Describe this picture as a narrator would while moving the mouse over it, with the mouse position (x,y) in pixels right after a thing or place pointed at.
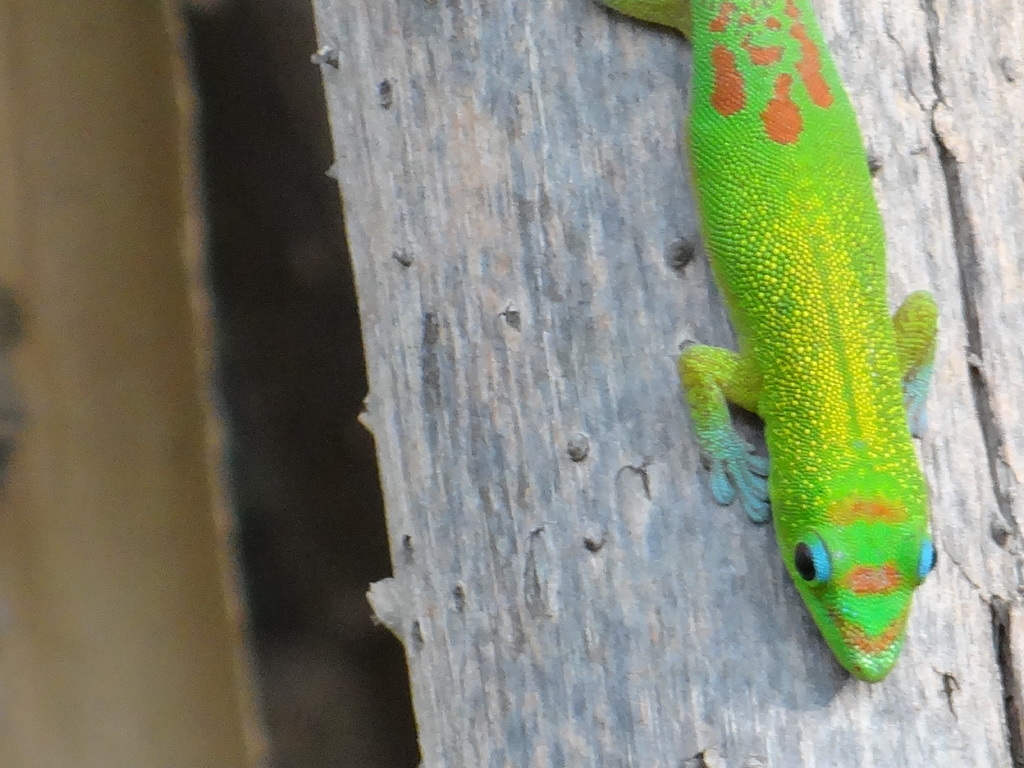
In this image there is a lizard (805,195) on a wooden surface (556,240), there is a wooden surface (643,368) truncated towards the right of the image (1000,498), there is a lizard (783,129) truncated towards the top of the image (748,14), there is a wall (145,460) truncated towards the left of the image (120,343).
